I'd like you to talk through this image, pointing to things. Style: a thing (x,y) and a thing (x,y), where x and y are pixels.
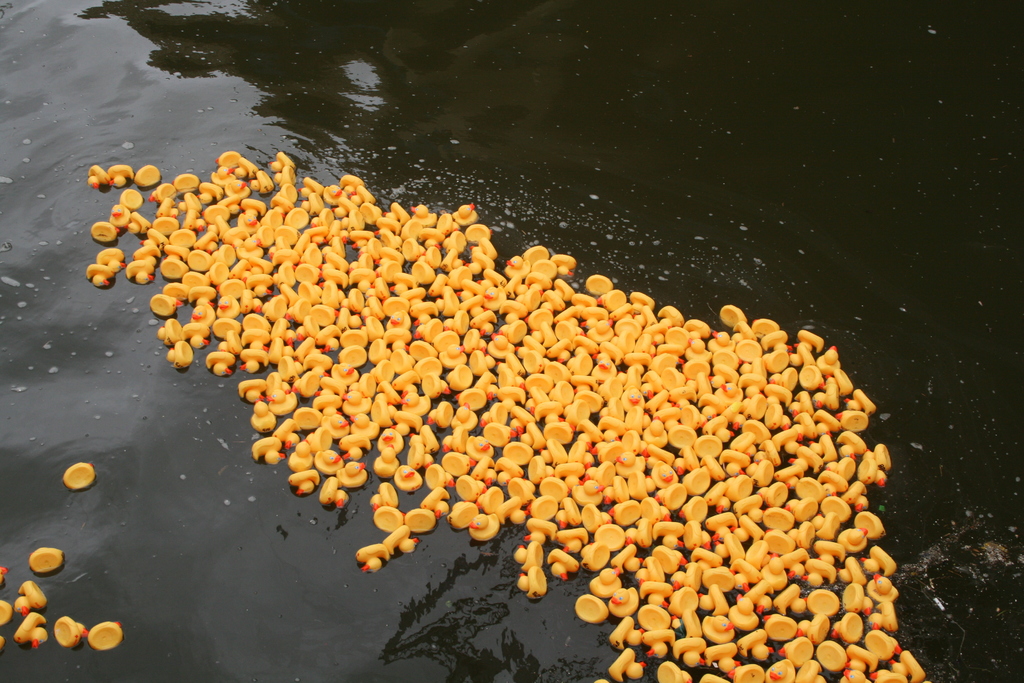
There are toy ducks (703,484) in the center of the image (583,281) on the water surface (808,470).
